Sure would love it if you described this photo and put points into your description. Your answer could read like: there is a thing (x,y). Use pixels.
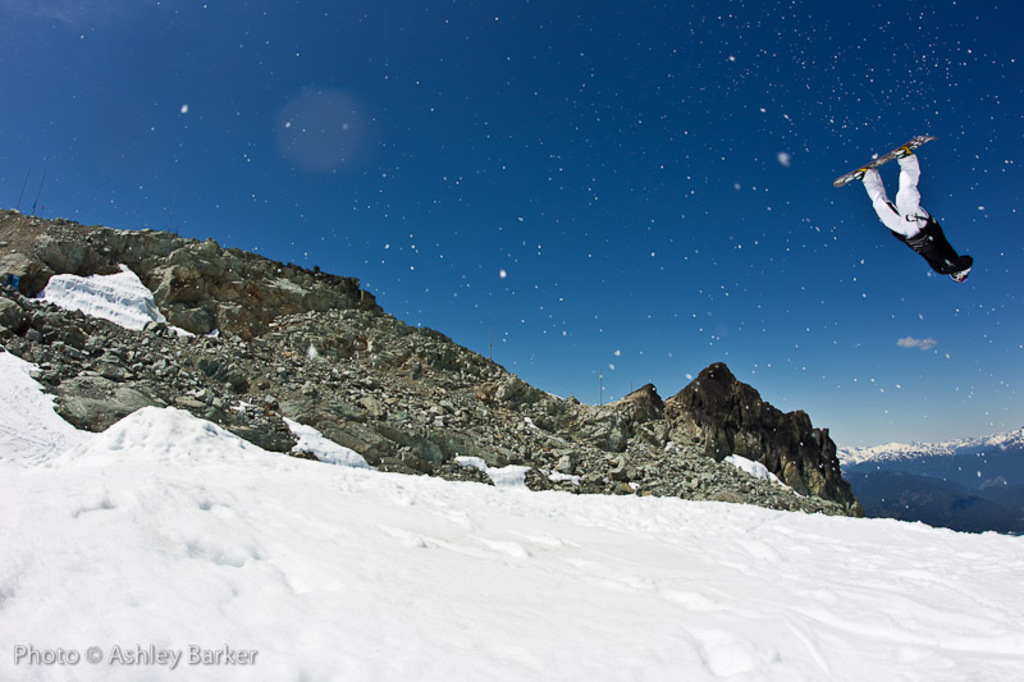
In the background (452,151) we can see sky (818,312) and hills (854,452). On the right side of the picture (921,175) we can see a person (938,237) with a snowboard (903,148) in the air (790,178). At the bottom (342,604) we can see snow (611,599) and in the bottom left corner (196,650) there is a water mark (223,653).
